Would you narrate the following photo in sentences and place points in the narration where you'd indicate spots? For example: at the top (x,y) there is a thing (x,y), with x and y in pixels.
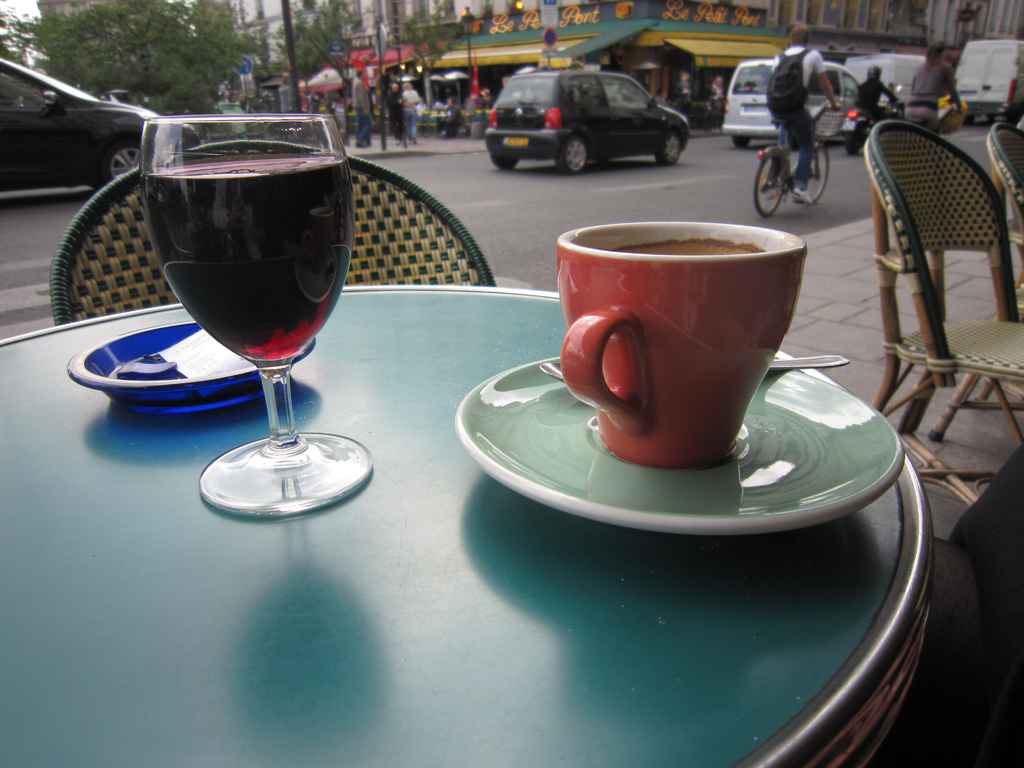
In this picture I can see a glass (251,363) and I can see a tea cup (692,400) and a spoon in the saucer (758,442) and I can see another plate (191,387) with a paper (224,354) on the table (402,371) and I can see few chairs (884,234) and few cars (774,130) and vehicles (905,91) moving on the road (616,205) and I can see trees (191,57) and buildings (478,49) and few people (362,128) walking on the sidewalk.
